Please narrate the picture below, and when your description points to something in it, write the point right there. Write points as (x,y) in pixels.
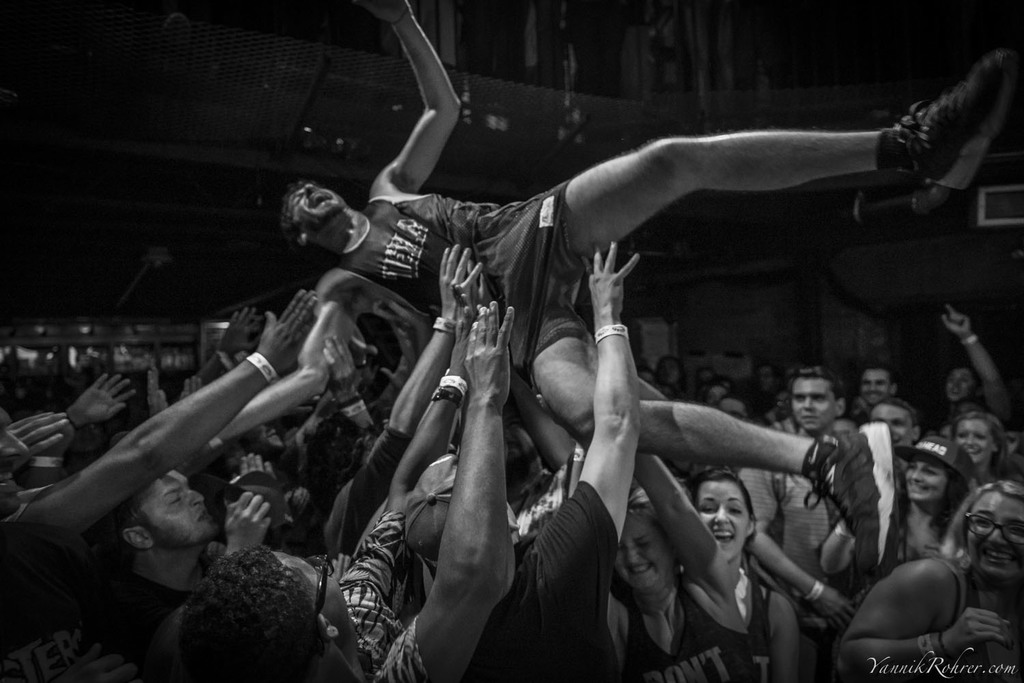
In this picture I can see many persons (638,390) who are holding to this man (391,252). in the back (710,193) I can see the ceiling (500,166). On the right (962,411) I can see the crowd (727,668). In the bottom right corner (1009,669) there is a watermark (1009,669).
